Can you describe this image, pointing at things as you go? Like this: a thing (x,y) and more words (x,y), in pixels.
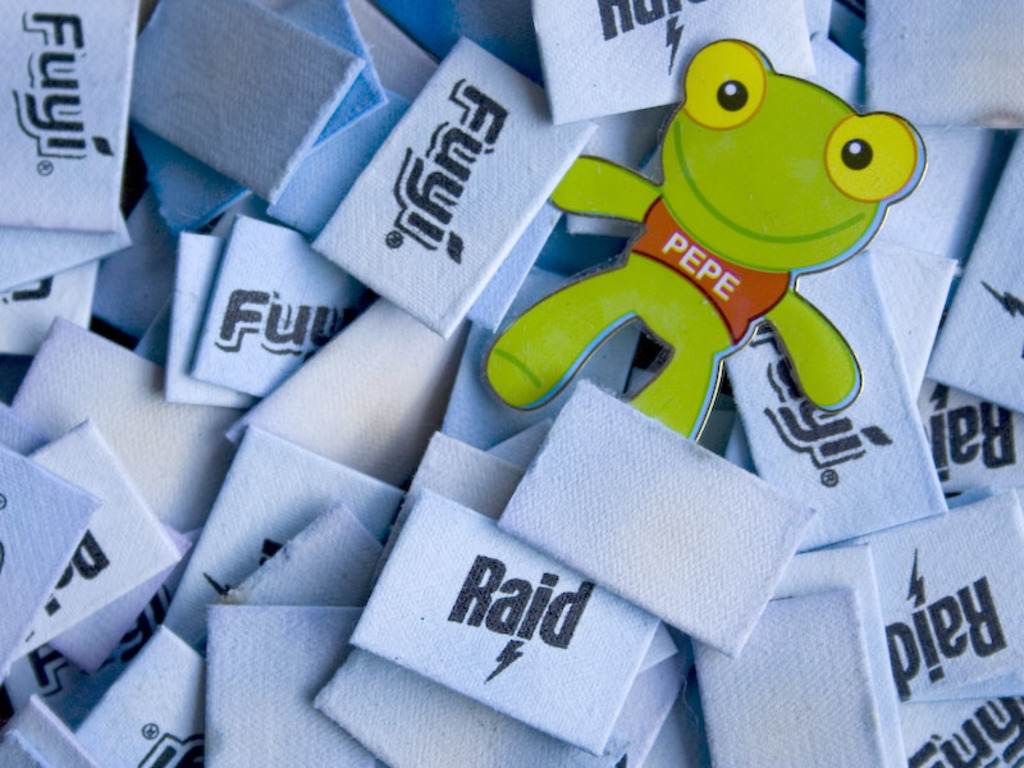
In this picture we can see the labels (511,230) and cartoon image (737,271).
